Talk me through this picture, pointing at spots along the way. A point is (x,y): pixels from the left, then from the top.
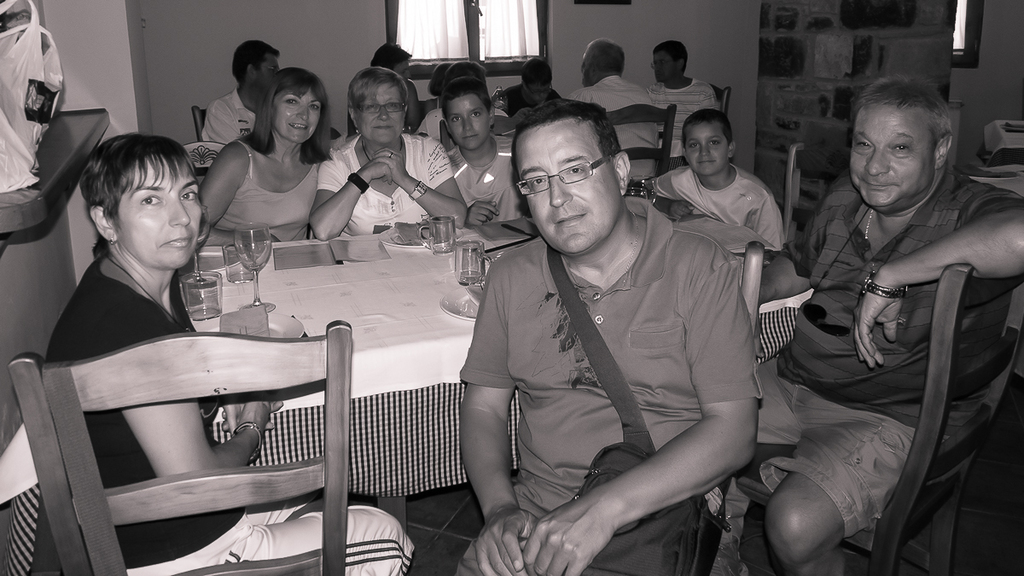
In the picture we can find a group of people (549,295) sitting on chairs (75,563) near the table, On table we can find tablecloth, glasses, and menu cards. In the background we can find another set of people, a wall (152,70), a window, and a curtain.
